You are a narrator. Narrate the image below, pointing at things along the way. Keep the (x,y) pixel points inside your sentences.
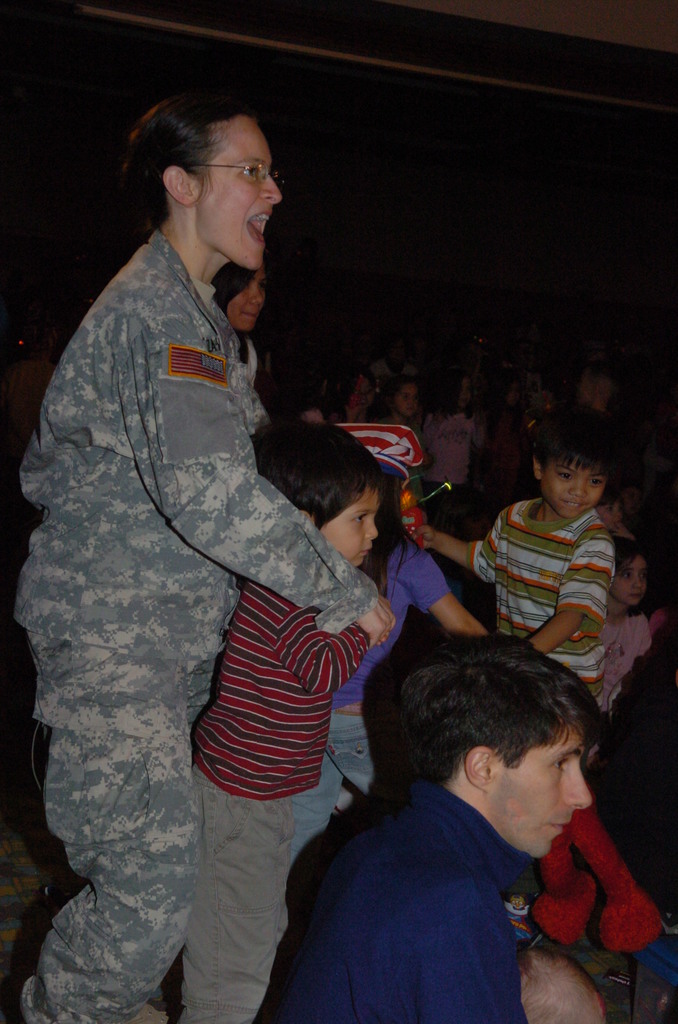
In the image there is a soldier (120,712) and around her there are a lot of kids (279,622) and few people (235,320).
